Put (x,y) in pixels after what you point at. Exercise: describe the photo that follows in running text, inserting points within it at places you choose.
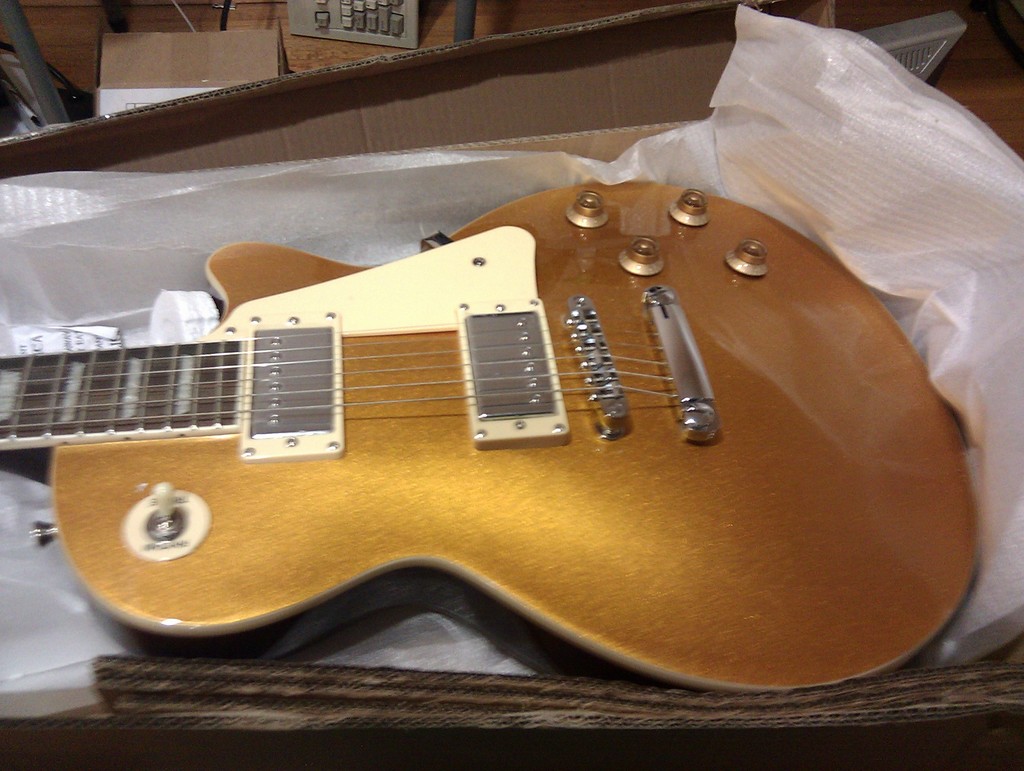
In this image a guitar (1,449) is just unboxed in a cardboard box (91,148). The guitar (386,383) is in a shimmer gold color with beautiful strings (281,389).
